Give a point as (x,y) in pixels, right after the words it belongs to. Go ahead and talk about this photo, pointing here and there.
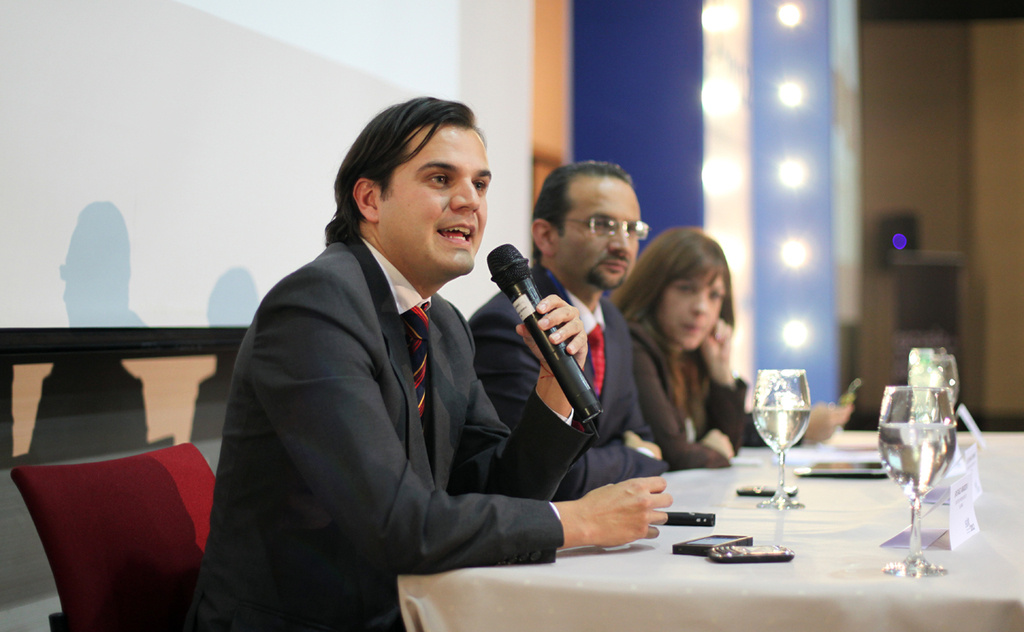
On the left side (324,470) a man (347,539) is sitting on the chair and speaking in the microphone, he wore coat (434,397), there are glasses (895,466) on this table (841,495). Beside him another man (552,198) is there and a woman (716,252).
